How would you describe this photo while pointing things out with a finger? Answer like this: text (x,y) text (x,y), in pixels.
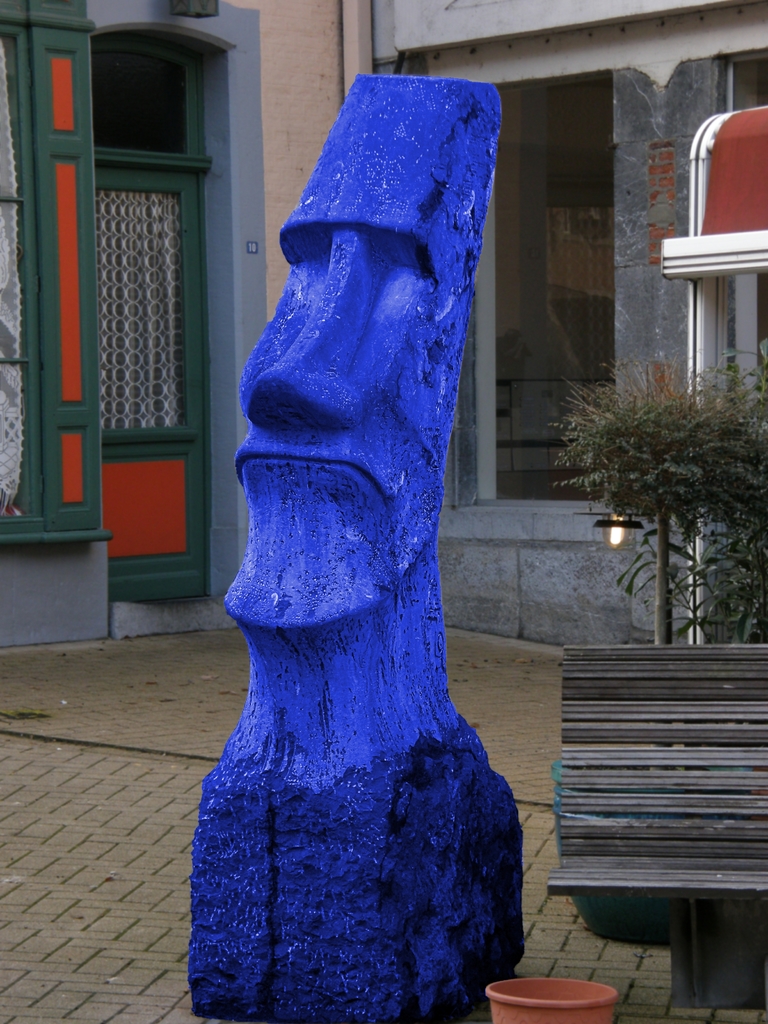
In this image I can see a blue color idol (339,406). On the right of the image (654,818) there is a bench (674,781). At the back of this there is a plant (714,518). In the background (199,124) I can see a building (289,67) and there is a green color door (163,336) is placed.
